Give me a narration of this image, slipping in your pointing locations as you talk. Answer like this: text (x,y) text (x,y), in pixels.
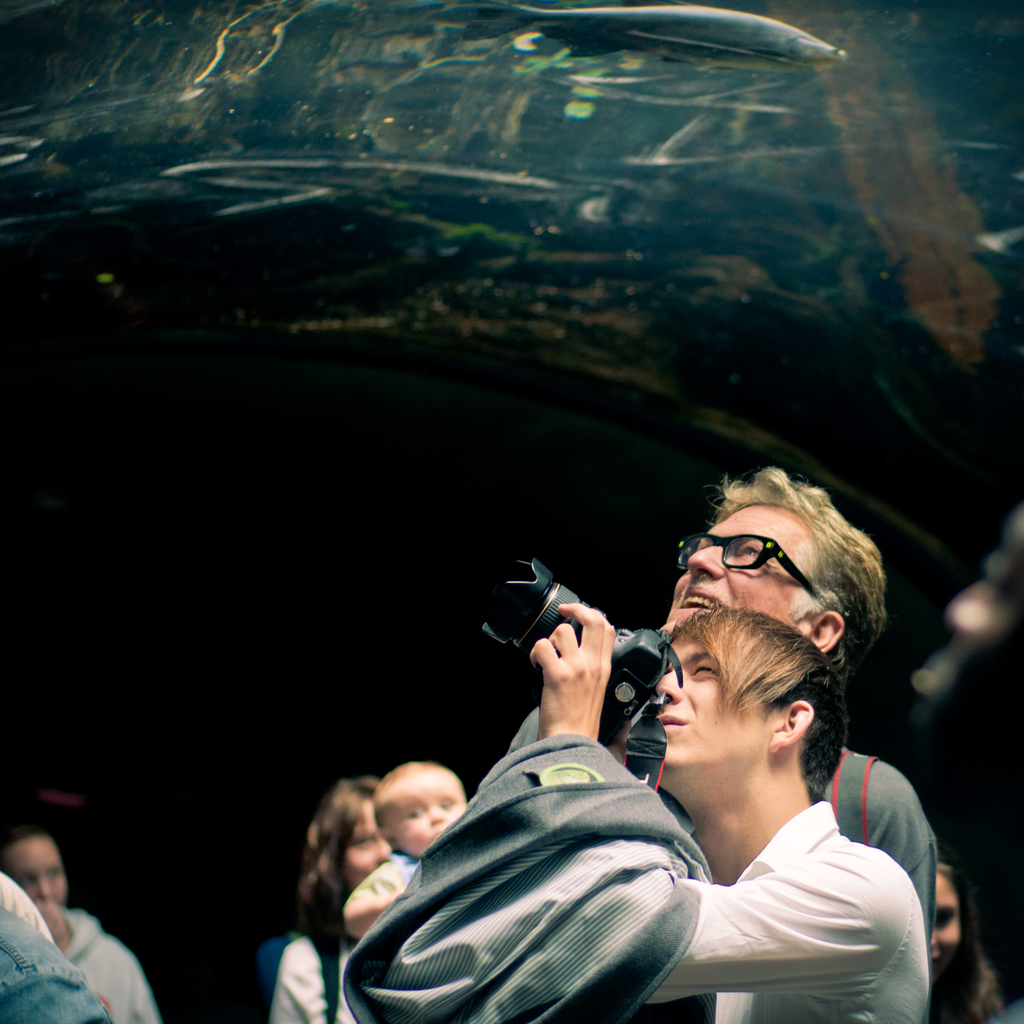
At the top of the image (506,3) there is a fish (620,13). Bottom right side of the image (780,685) a man (682,649) is capturing, Behind him a man (686,579) is watching and smiling. Bottom middle of the image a person (315,1003) is standing. Bottom left side of the image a person (33,834) is standing.
